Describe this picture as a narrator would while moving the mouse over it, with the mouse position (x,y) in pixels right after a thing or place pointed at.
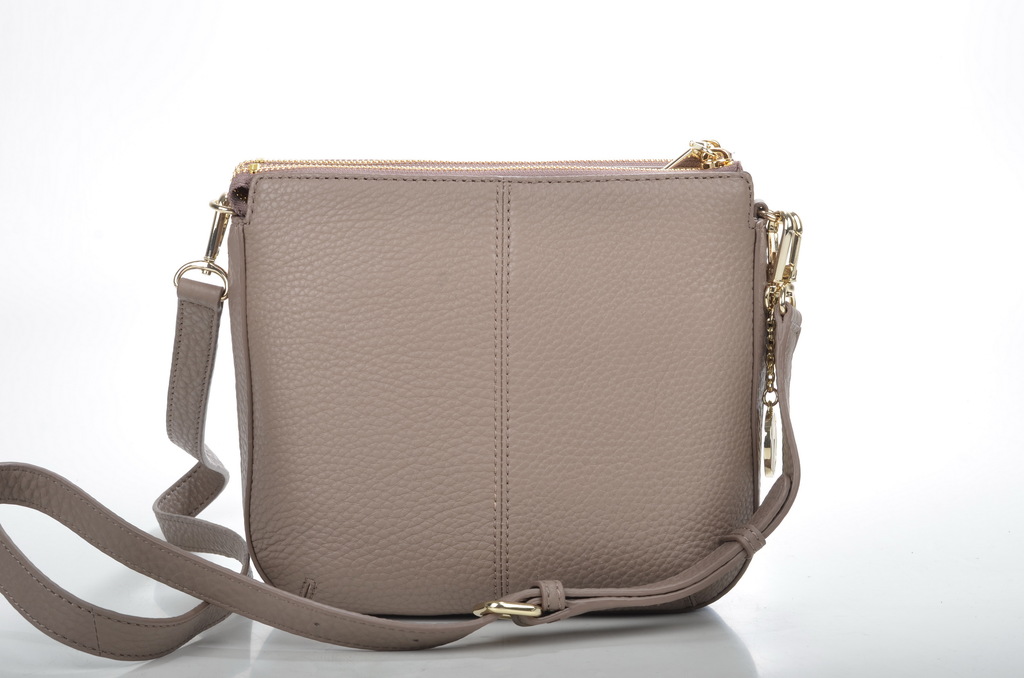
In this image i can see a hand bag (545,350) with a zip (694,165) and a belt (198,479) attached to it.
